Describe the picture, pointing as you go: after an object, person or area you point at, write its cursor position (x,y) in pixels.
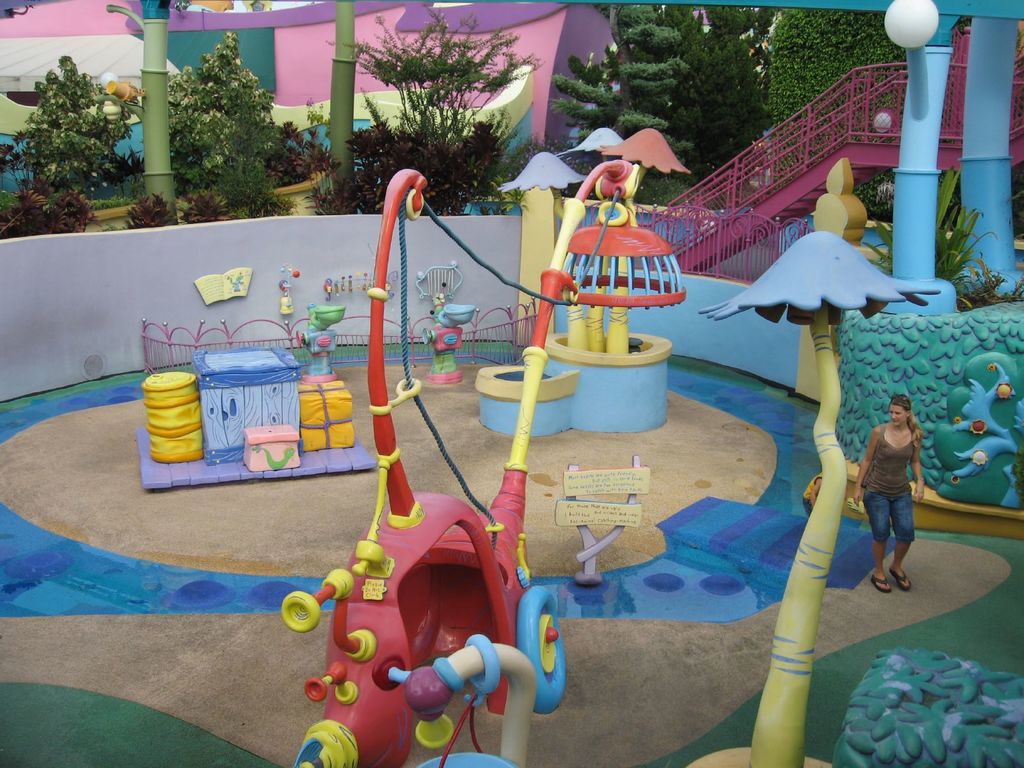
In this image there is a woman (860,467) standing, around the woman (874,471) there are some kids playing equipment (321,353), behind the woman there are pillars (910,141) with lamps (888,16), metal rod fence (767,230), trees (182,101) and a house (472,105).
